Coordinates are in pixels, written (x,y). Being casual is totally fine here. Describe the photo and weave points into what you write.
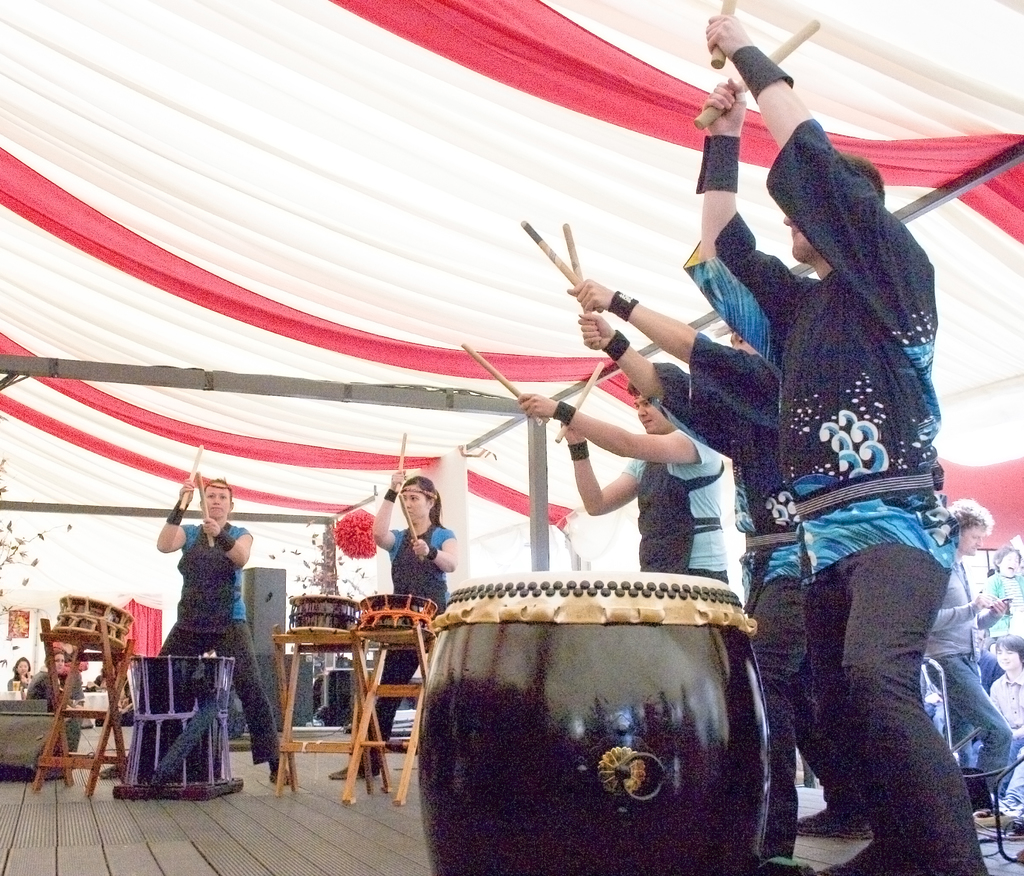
people (756,557) are standing on the stage (406,818) and playing drums (560,647). they are wearing blue and black t shirts (832,445) and black pants (865,755). they are holding sticks (558,263) in their hands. above them there is a red and white tent (454,100). people (972,673) are surrounded by them.
